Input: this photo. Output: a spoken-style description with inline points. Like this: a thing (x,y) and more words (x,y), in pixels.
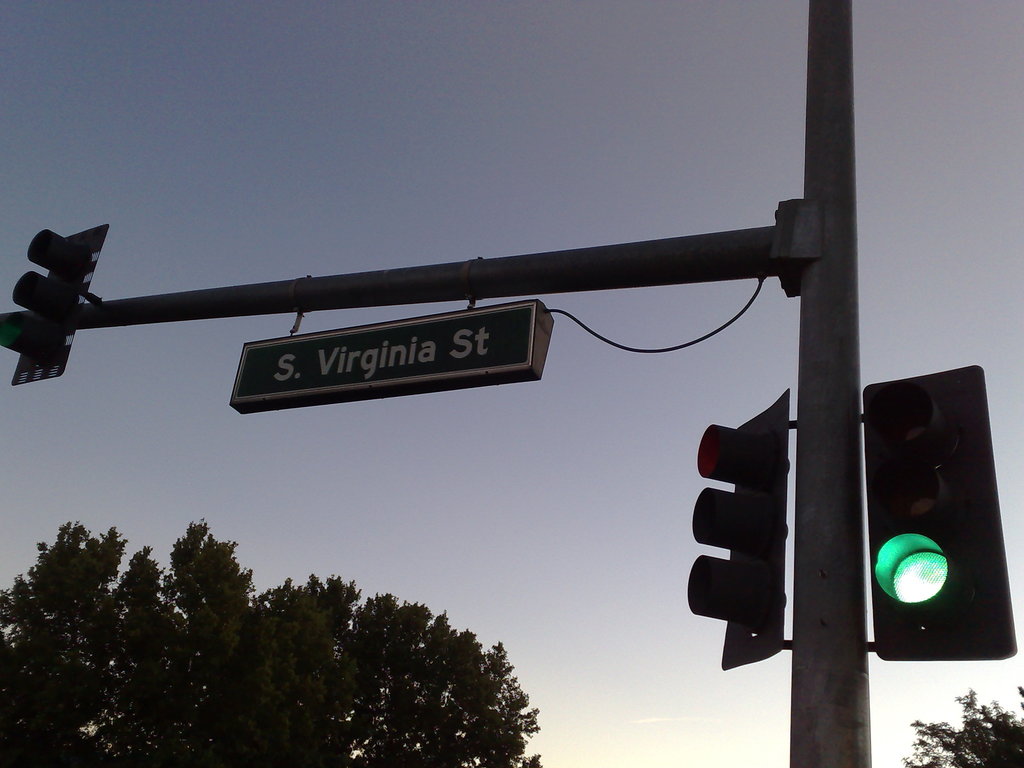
In this picture we can see a name board (389,356), pole (639,259), traffic signals (966,550), trees (350,644) and in the background (654,569) we can see the sky (618,169).
